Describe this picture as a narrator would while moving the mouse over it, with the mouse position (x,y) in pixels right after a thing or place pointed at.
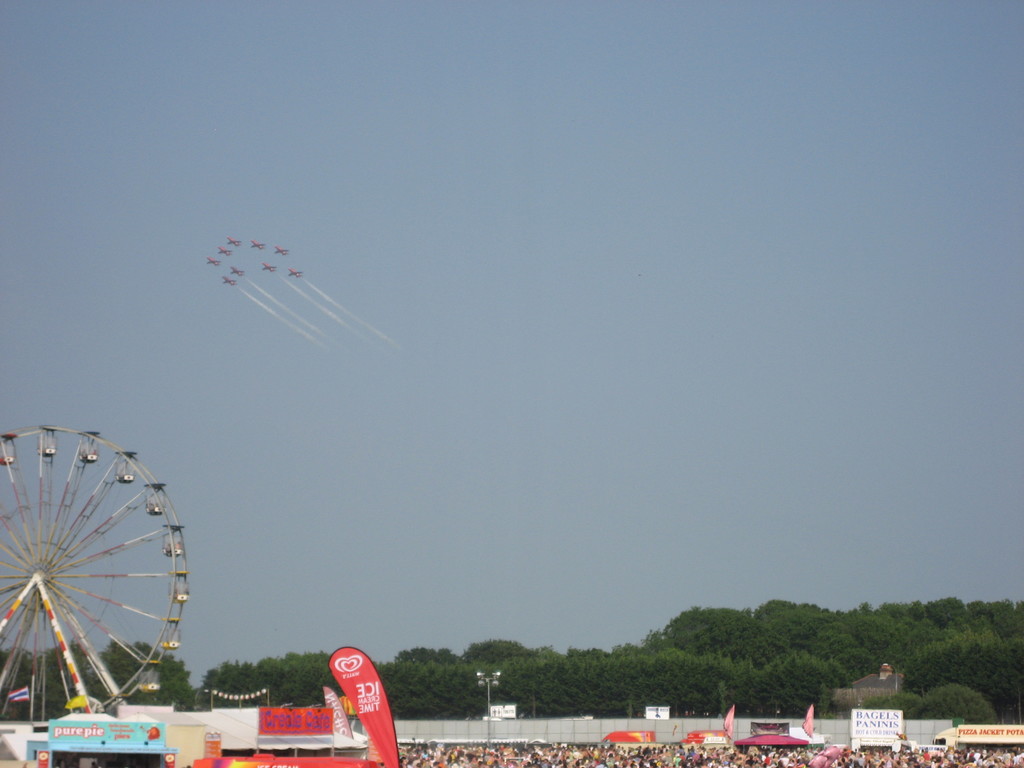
In the image there is a giant wheel (25,588) on the left side (36,610) and it seems to be a carnival (297,708) beside it and over the background (519,682) there are trees (442,664) and above there are aeroplanes (234,282) going in the sky (463,167).
